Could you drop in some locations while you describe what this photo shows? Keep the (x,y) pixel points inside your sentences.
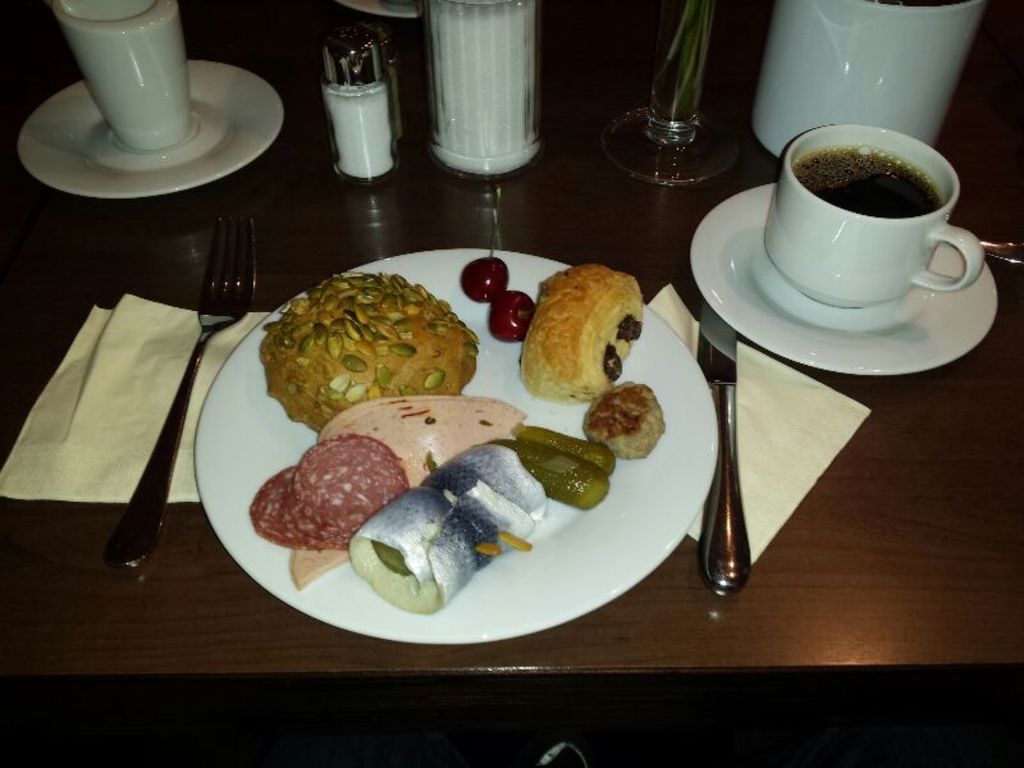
In this picture we can see some food items (425,340) like bun (395,315), cherries (506,308), puff (574,323) over a plate (532,424) and beside to that plate (669,354) we have knife (731,489), fork (183,426) placed on a tissue papers (774,362) and on right side (732,296) we have saucer (813,319), cup (840,224) full of drink (878,184) and we have salt bottle (367,138) and i think this is a glass (121,62) placed again on a saucer (135,160) and a whole is the table (362,191) where all this items (810,301) are placed.
